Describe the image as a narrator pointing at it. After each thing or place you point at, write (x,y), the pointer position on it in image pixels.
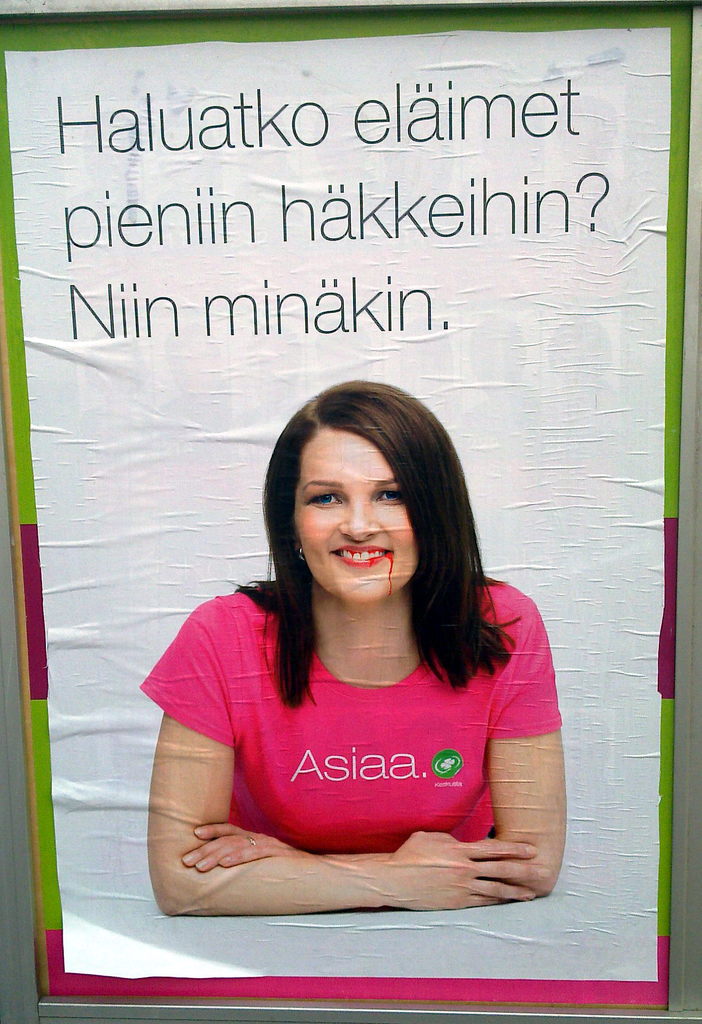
In this picture there is a poster (398,635), in the poster (367,628) there is a woman (338,727) in pink t-shirt (377,734) smiling. At the top (365,202) there is text (286,293).
